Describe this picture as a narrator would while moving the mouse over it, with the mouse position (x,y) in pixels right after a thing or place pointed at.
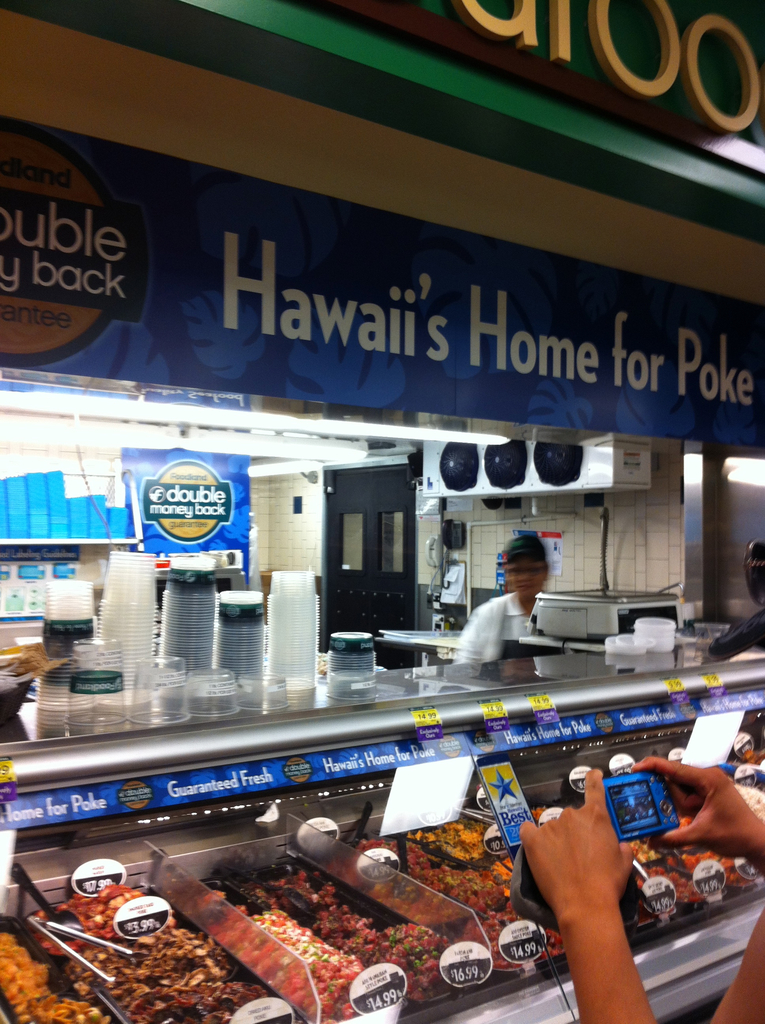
This is a picture of a food stall (361,152) where there are some food items (370,844) in racks (228,923) with price tags (373,996), a person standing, fans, door (402,496), bowls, plates (90,504), and some objects (104,513) in the racks (665,931), a person (602,1013) holding a camera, name boards (482,13).
